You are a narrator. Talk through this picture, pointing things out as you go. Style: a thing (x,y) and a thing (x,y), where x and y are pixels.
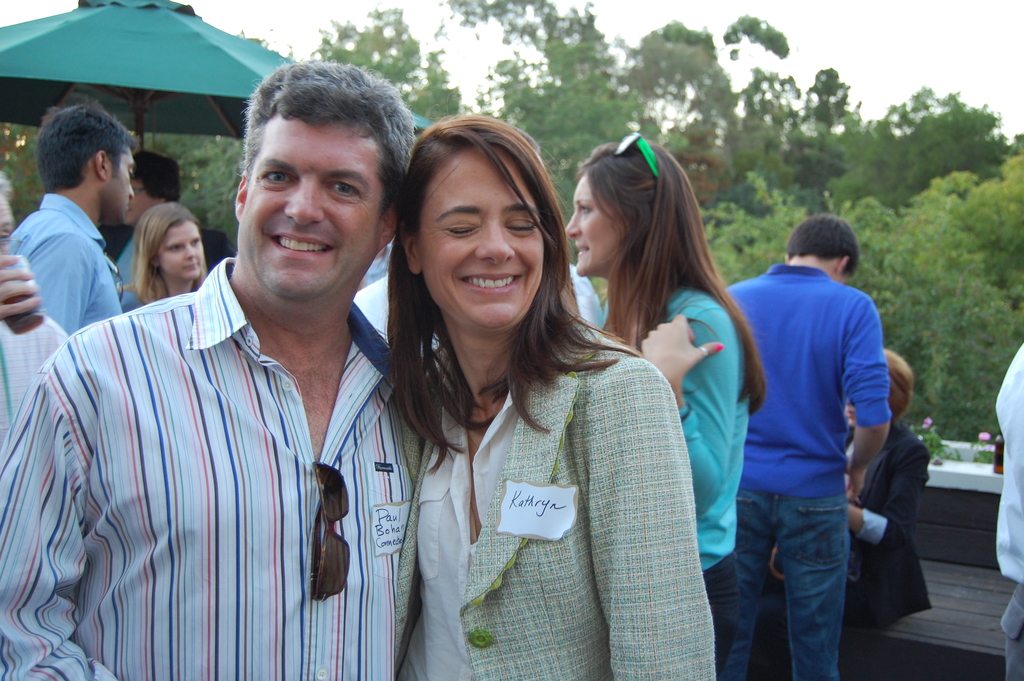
In this image we can see a few people (652,544), there are some trees (771,211), plants (940,450) with flowers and a bottle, also we can see an umbrella (199,82), in the background (694,2), we can see the sky (645,12).
